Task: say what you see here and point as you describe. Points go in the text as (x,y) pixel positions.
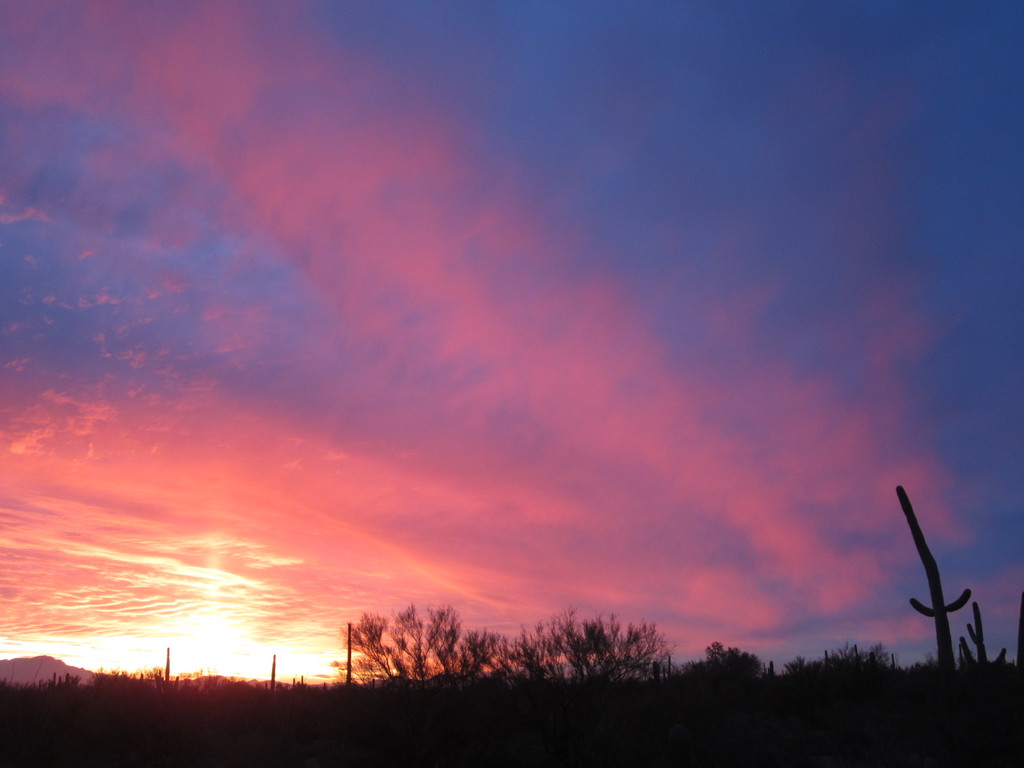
As we can see in the image there are trees (446,687). At the top (255,221) there is sky (353,197) and clouds (398,303). The image is little dark.
